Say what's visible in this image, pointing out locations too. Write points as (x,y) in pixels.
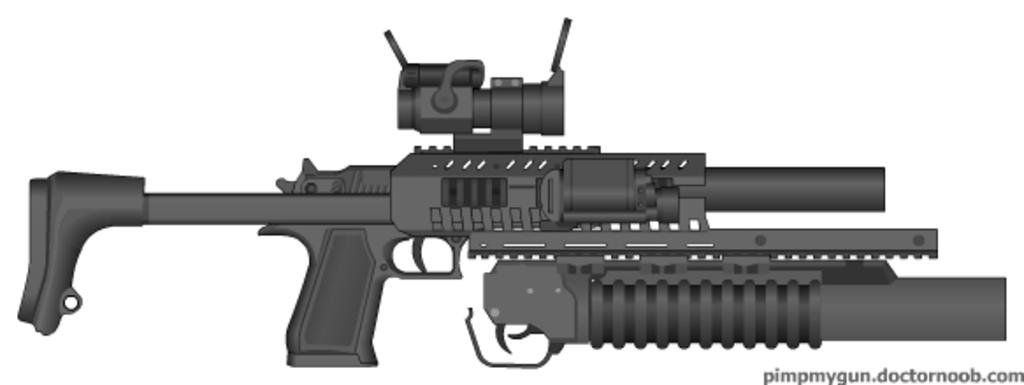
In this image I can see the gun (694,270) in black color and I can see the white color background (851,38).
